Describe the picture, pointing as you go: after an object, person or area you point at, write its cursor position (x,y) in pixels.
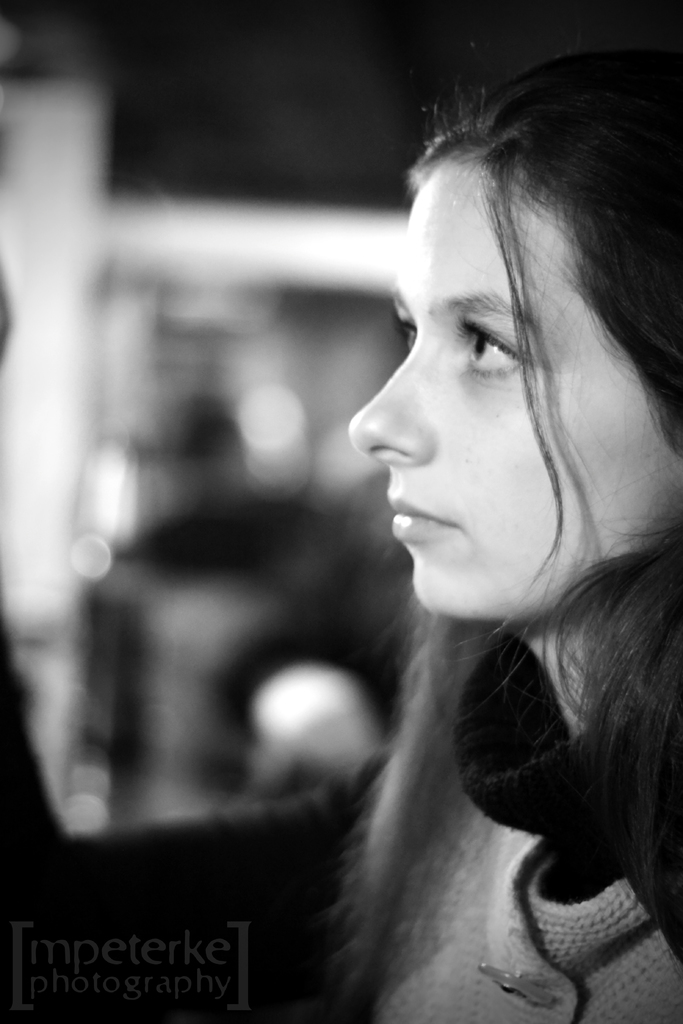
This is a black and white image, in this image on the right side (515,499) there is one woman (515,314) and the background (268,122) is blurry. At the bottom of the image (32,951) there is text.
